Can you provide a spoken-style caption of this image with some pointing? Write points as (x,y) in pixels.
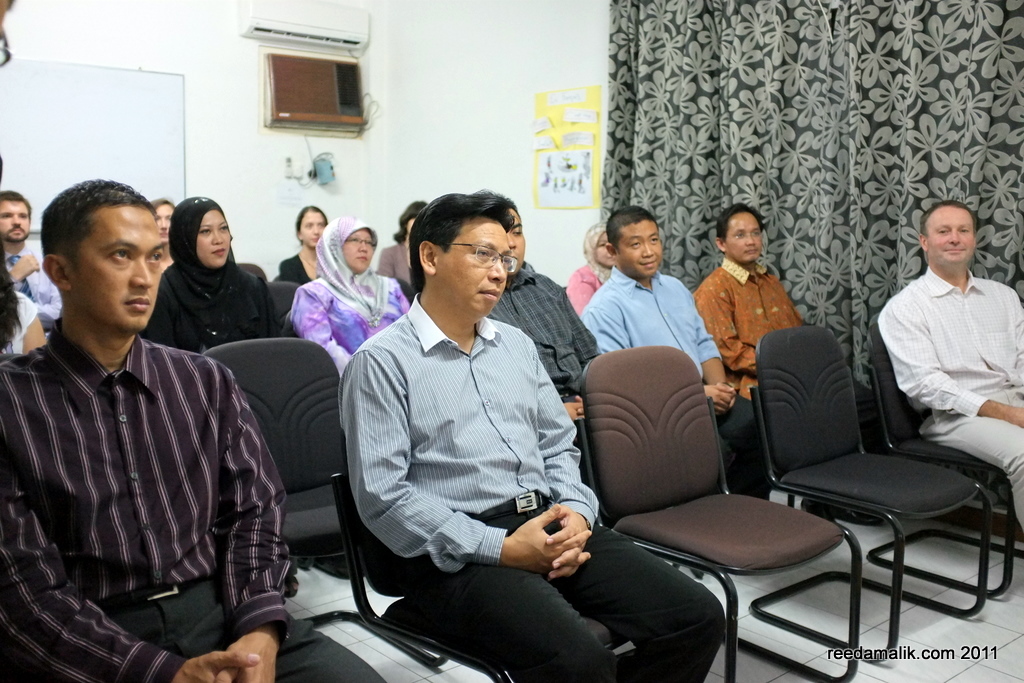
In this image there are some peoples (699,356) sitting on the chairs (673,528) and in the background (126,150) there is a wall (181,42) of white color and a board (63,115) of white color is placed on the wall (234,98) and there is a Ac (289,22) on the wall (448,105) which is in white color and a wall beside that which is covered by a black curtain (817,145).
